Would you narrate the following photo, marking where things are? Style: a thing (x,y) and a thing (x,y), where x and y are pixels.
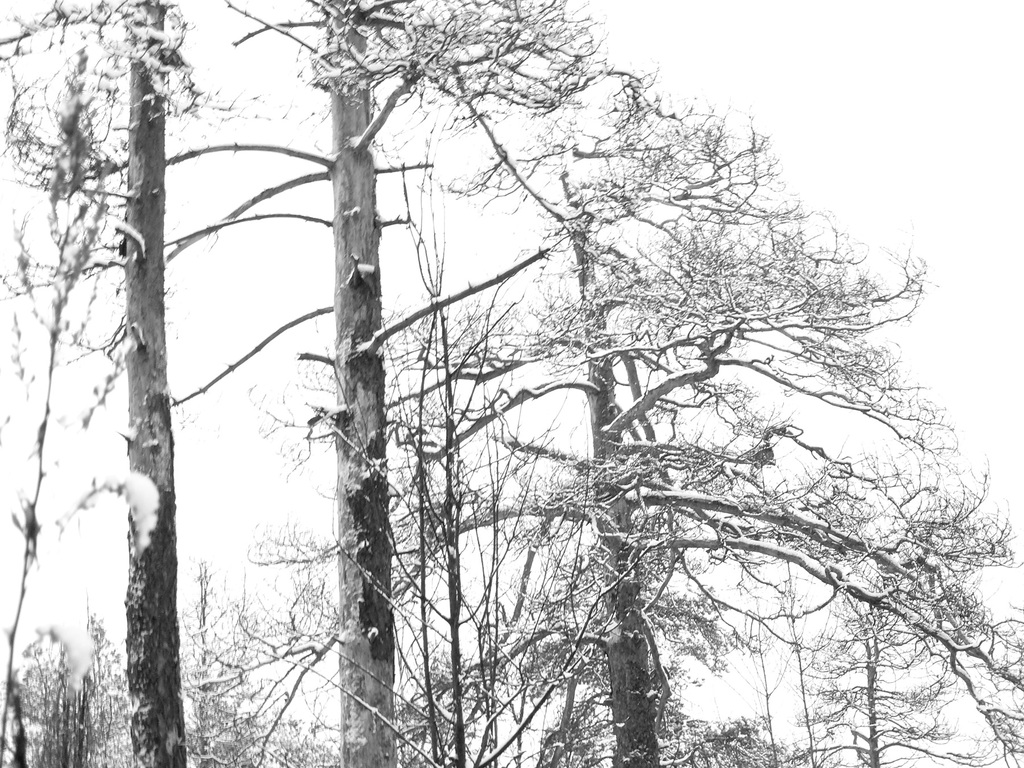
This is a black and white image in this image in the center (651,414) there are some trees (565,336), and there is white background (253,225).
